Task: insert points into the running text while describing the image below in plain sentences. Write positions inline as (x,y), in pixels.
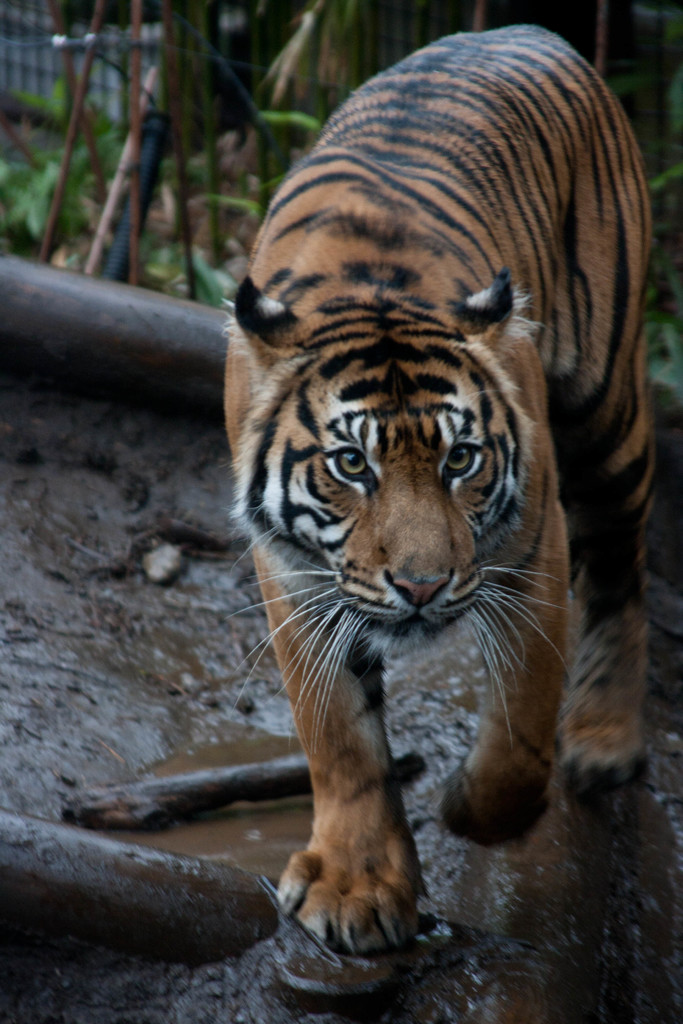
In the center of the image (427,520) we can see a tiger (349,361), one black color object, rods (128,795), water (240,812) and mud (140,479). In the background (496,0), we can see it is blurred.
